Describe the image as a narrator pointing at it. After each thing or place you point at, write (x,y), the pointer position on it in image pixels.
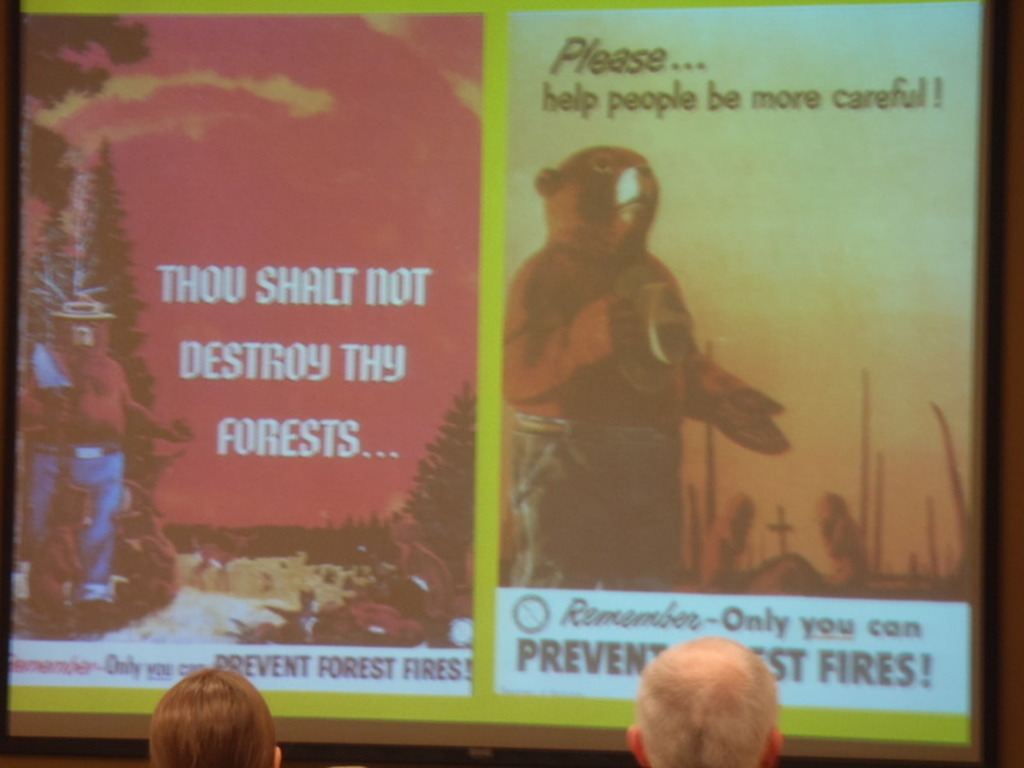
In this image I can see two persons heads (193,720) on the bottom side (758,731) and in the front of them I can see a board (402,282). On the board (294,417) I can see depiction picture (346,363) of animals (530,416) and I can also see something is written on the board (288,434).
